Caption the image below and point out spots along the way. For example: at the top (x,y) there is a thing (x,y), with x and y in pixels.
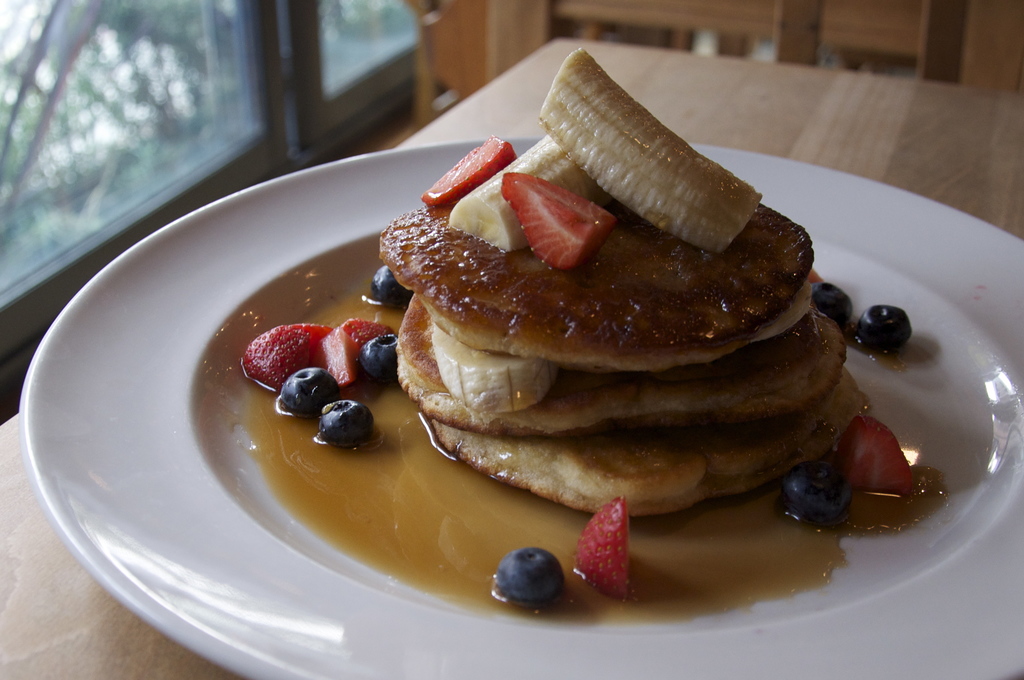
In this image there is a white plate (169,528) on which there is some food (637,435). On the food (598,247) there are pieces of bananas (636,125), strawberries (551,225) and blueberries (329,422). The plate (148,380) is kept on the table (37,592).
